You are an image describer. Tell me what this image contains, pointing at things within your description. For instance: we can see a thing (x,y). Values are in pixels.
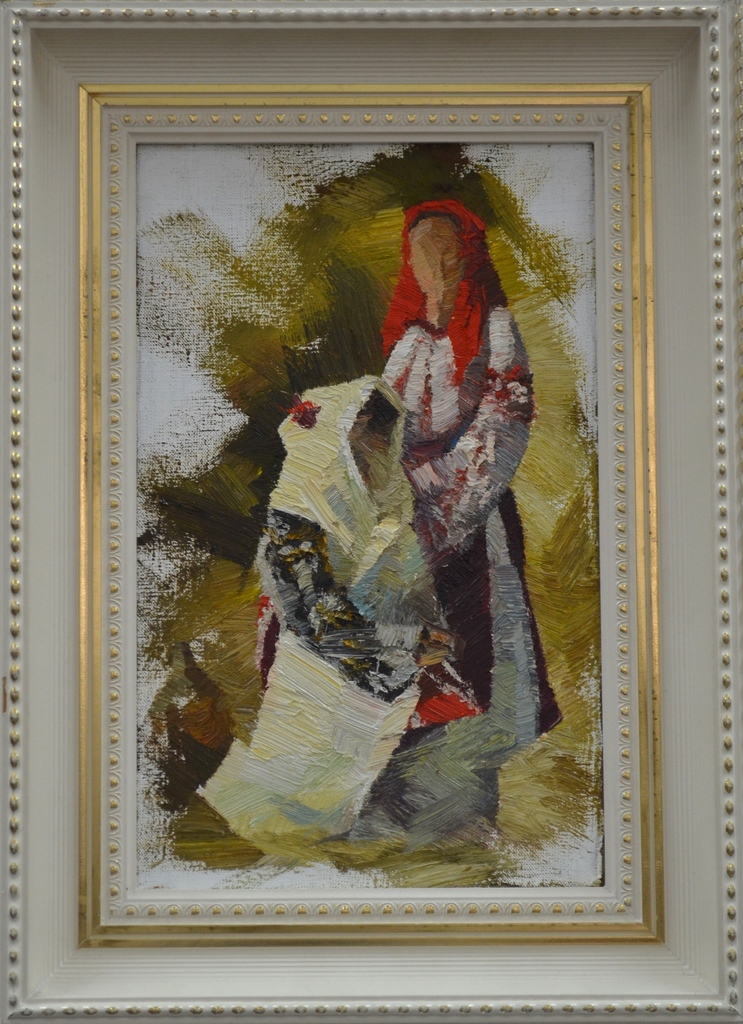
In this image we can see a painting (488,410) with a frame (61,594).
